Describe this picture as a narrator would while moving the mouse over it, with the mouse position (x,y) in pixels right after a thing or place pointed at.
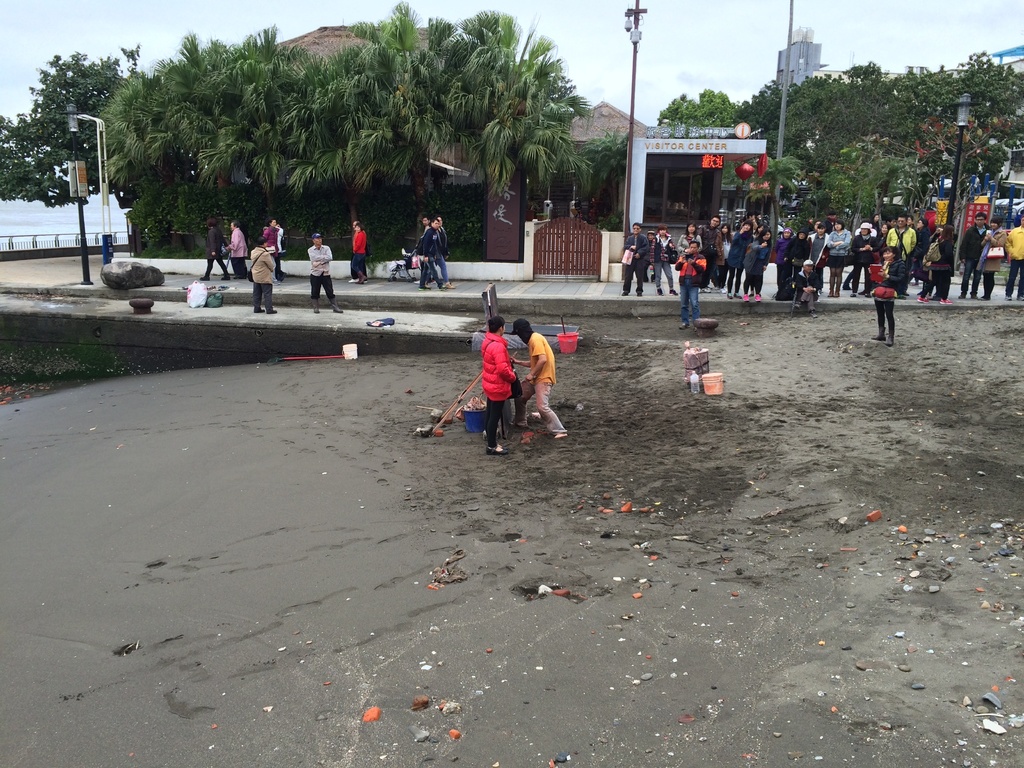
In this image there is a ground (580,494) in the bottom of this image (361,621) and there are two persons (493,411) are standing in middle of this image (564,430). There are some other persons (778,281) are standing on the right side of this image (743,303) and left side of this image (293,276) as well. There are some trees (525,158) in the background (617,160). There are some buildings (696,206) as we can see on the top right corner of this image (687,158). There is a sky (304,20) on the top of this image (602,43).
